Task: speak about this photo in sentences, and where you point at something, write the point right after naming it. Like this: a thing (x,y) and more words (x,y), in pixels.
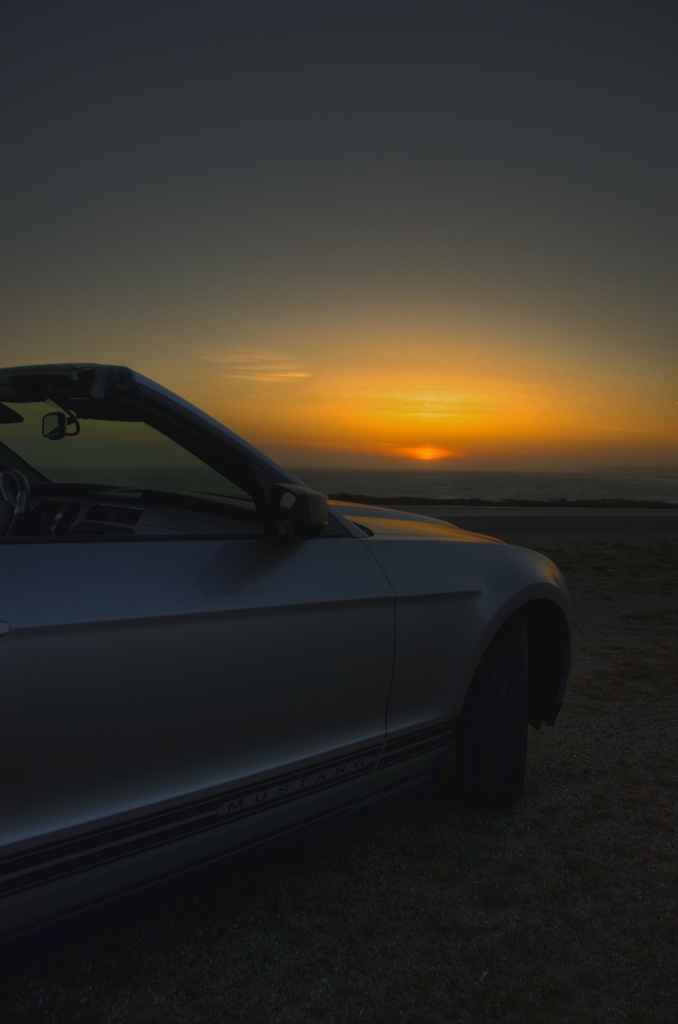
In this image I can see the vehicle (357,743) on the sand (444,830). In the background (427,485) I can see the water (427,487), sun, and the sky (324,240).
